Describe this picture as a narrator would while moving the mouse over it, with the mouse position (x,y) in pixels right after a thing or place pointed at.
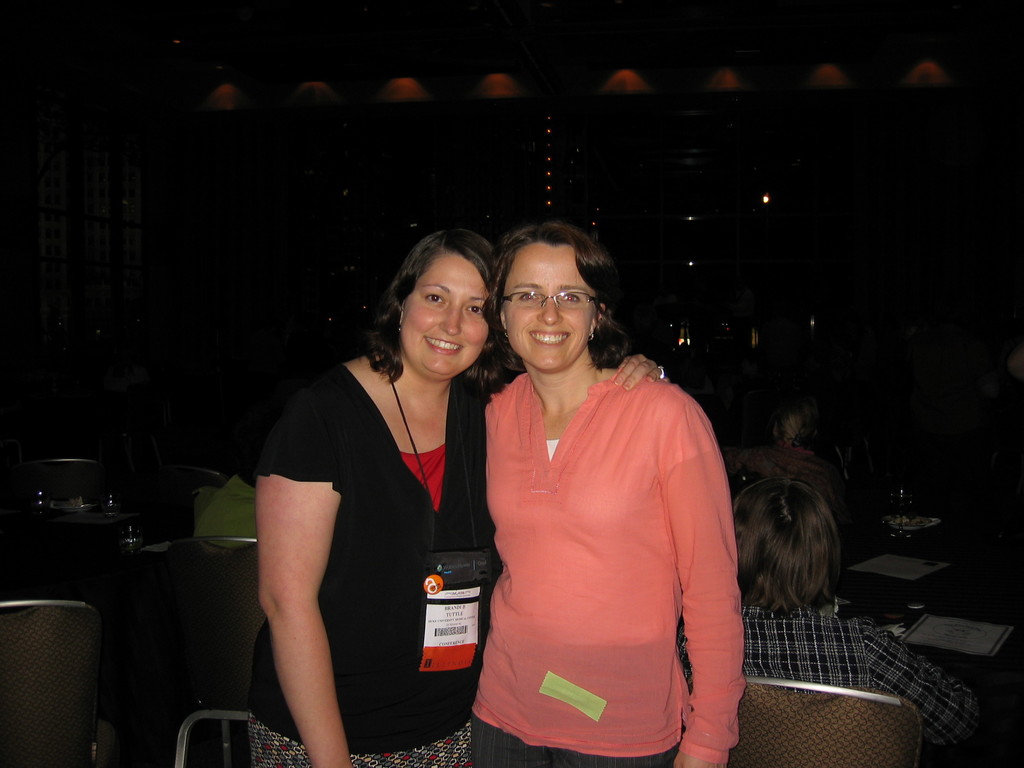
This picture shows a couple of women (438,427) standing with smile on their faces (417,343) and we see woman (415,539) wore a id card (481,567) and another woman (554,315) wore spectacles (505,299) on her face (565,315) and we see few people (856,660) seated on the chairs (803,687) and we see glasses (907,532) and papers (938,626) on the tables (932,594) and the background (645,66) is black in color.
